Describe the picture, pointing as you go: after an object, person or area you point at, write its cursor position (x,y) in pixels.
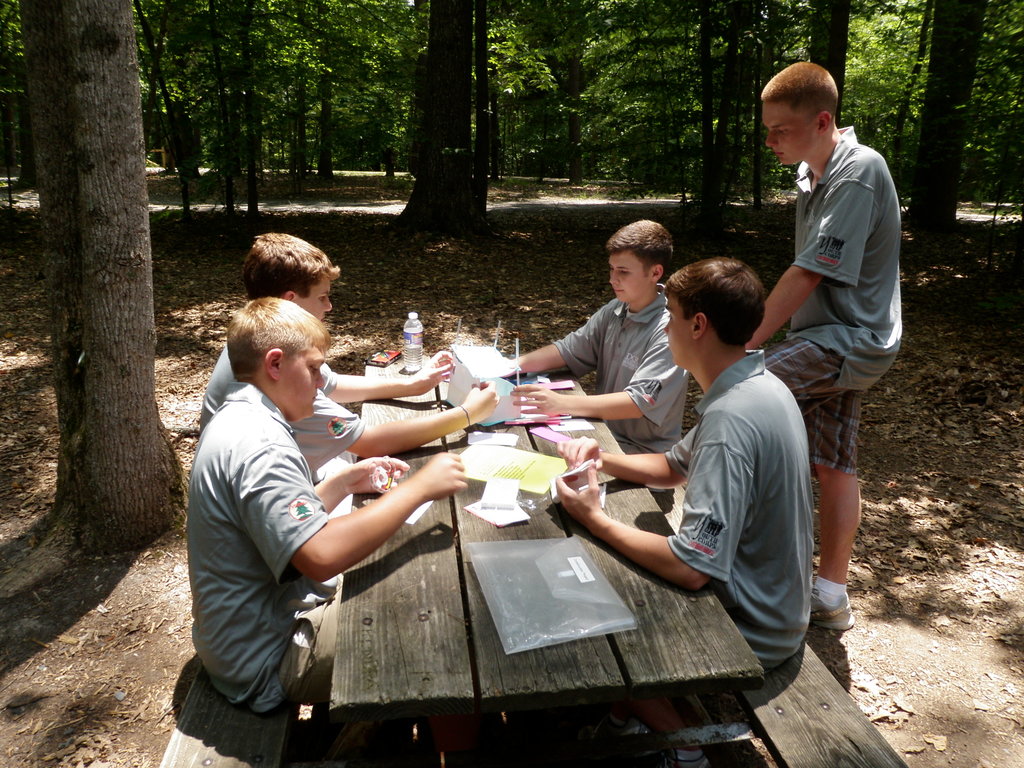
In this image I can see four people (355,391) sitting in front of the table (604,561) and one person (827,277) is standing. On the table (471,427) there are some papers (473,457) and bottles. In the background (310,105) there are trees (425,134).
